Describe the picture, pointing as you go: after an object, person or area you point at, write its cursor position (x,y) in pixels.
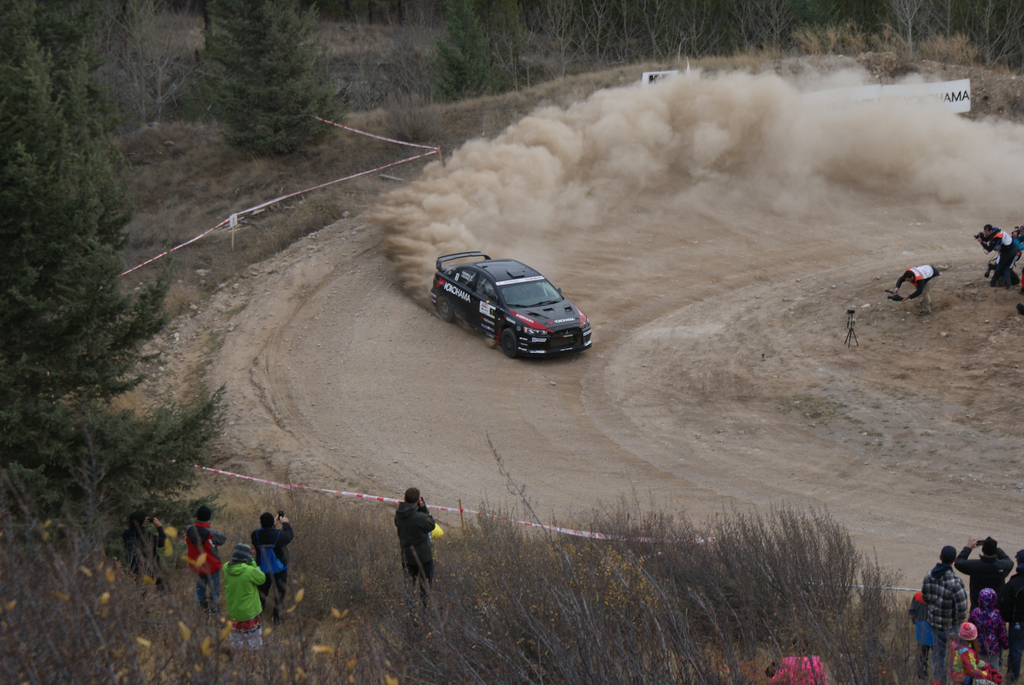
In the image we can see there is a racing car (500,331) on the ground (446,324) and there are people (933,272) holding video camera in their hand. There are other people (247,614) standing on the ground (934,561) and there are dry plants (594,600). Behind there are lot of trees (36,289).
